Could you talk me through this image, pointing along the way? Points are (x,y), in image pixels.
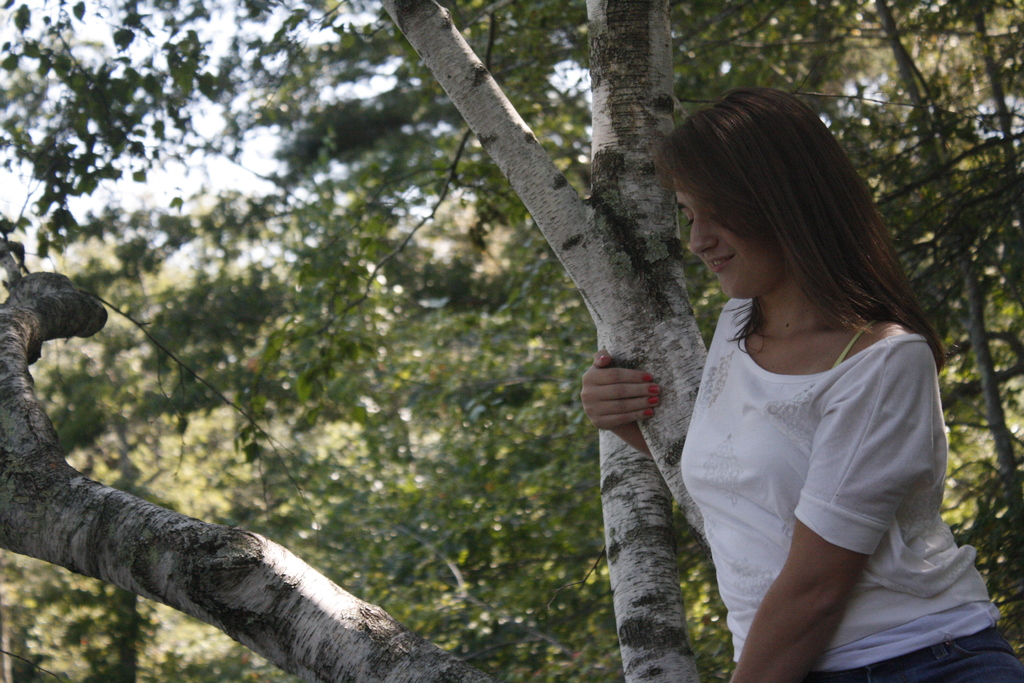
In the image we can see there is a woman (806,366) standing and she is holding tree trunk (657,359). Behind there are trees (370,347) and background of the image (337,182) is little blurred.
